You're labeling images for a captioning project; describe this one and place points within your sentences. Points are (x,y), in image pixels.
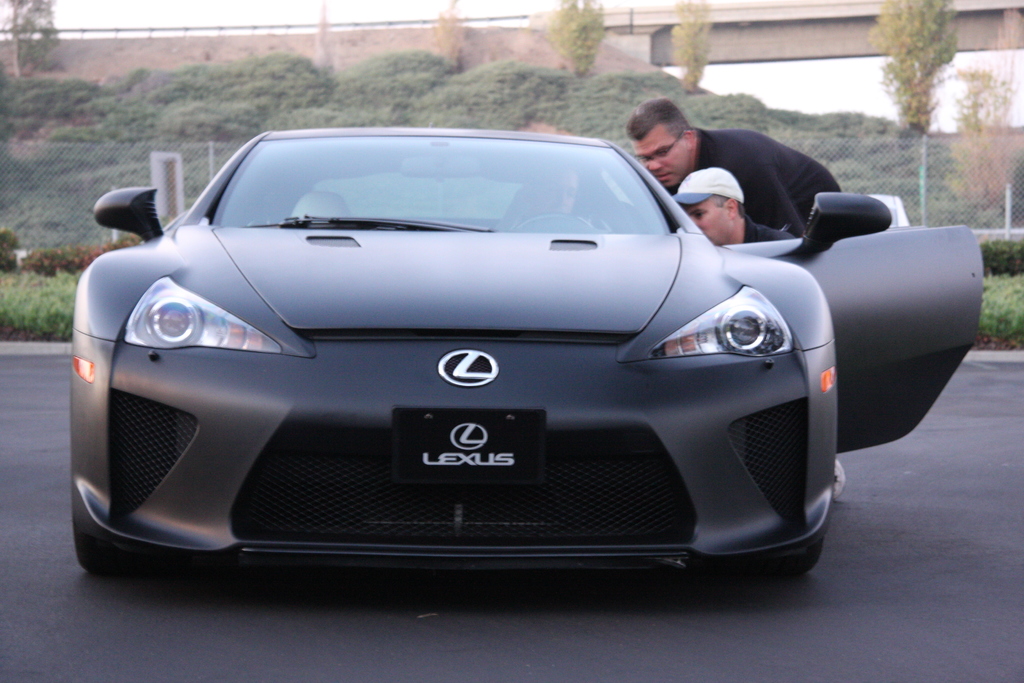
In this picture we can see two men (692,168) were beside to the car (434,220) and in background (269,90) we can see trees (412,96), bridge (779,4), fence (843,168).
